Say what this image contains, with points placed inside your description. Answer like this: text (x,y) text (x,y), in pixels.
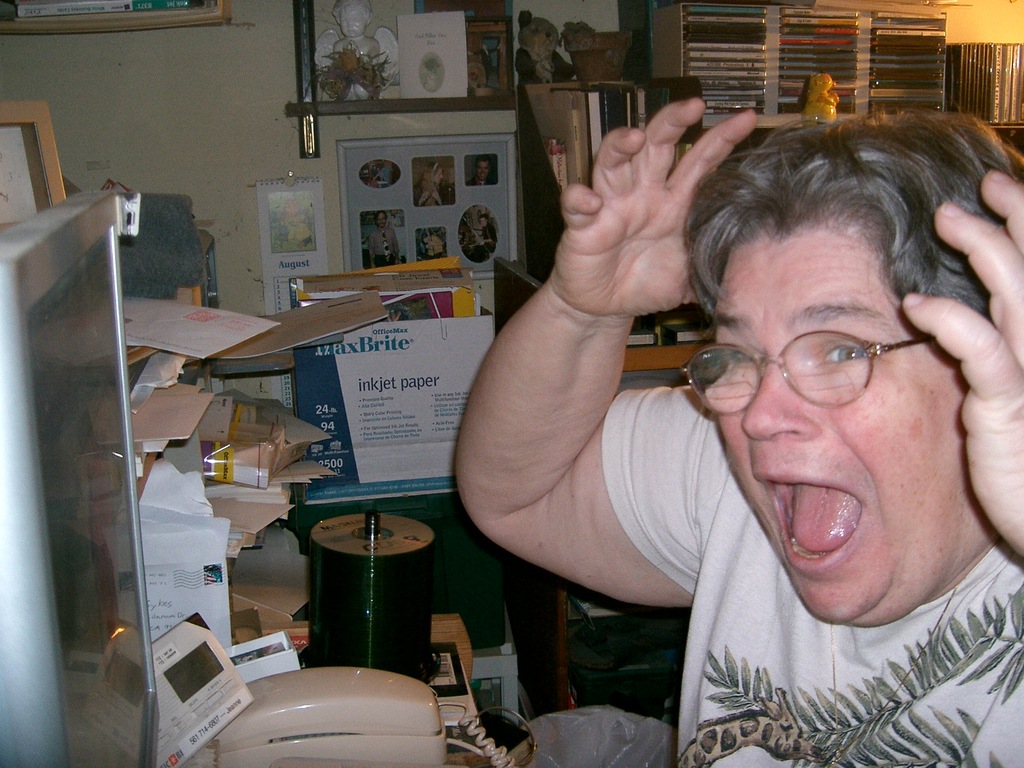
There is a woman (814,420) sitting and wore spectacle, in front of this woman (904,729) we can see monitor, papers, CD disk stand (336,574) and objects (320,698) on the table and we can see papers (169,415) and objects (727,108) in racks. In the background (571,116) we can see books (571,116) on the table (648,344) and frames (474,145) on a wall (210,204).
